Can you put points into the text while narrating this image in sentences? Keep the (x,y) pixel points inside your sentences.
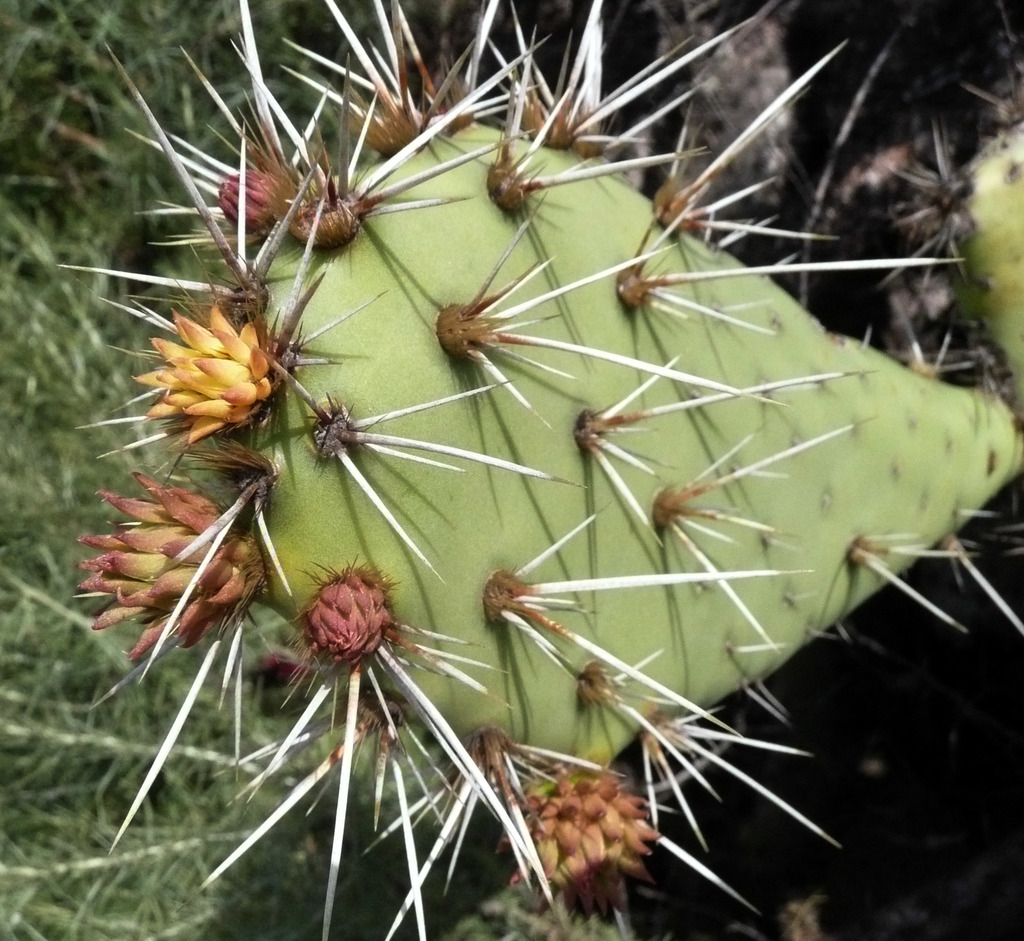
In this picture we can see grass (90,531), few flowers (202,505), spikes (258,509) and a plant (731,498).
